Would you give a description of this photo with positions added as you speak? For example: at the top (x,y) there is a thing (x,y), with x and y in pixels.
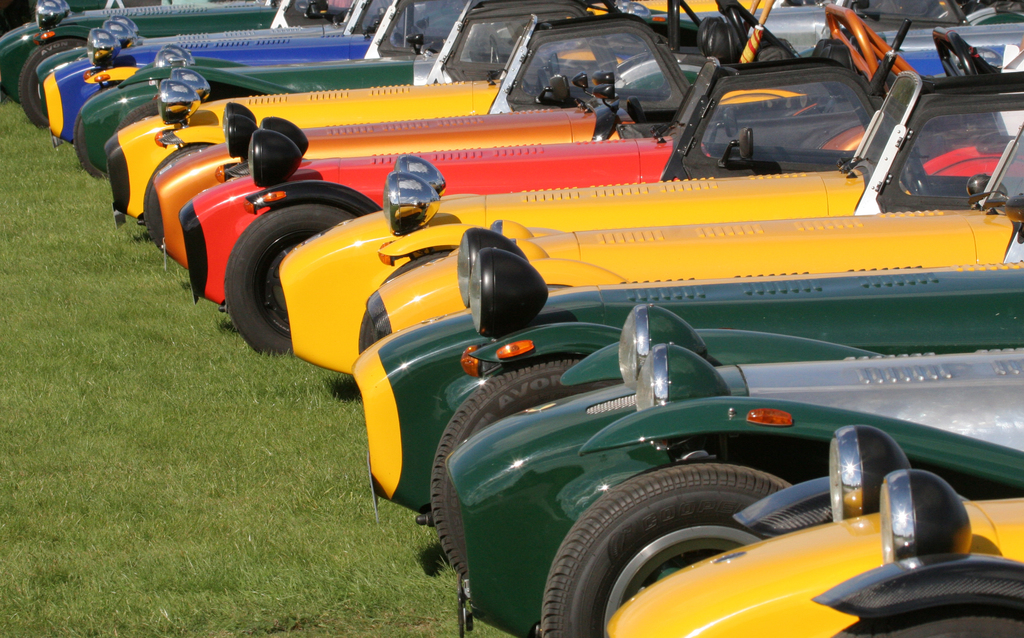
This picture is clicked outside. On the right (961,271) we can see there are many number of vehicles (568,67) which are of different colors and seems to be parked on the ground (58,205). The ground (341,414) is covered with the green grass (74,386).
